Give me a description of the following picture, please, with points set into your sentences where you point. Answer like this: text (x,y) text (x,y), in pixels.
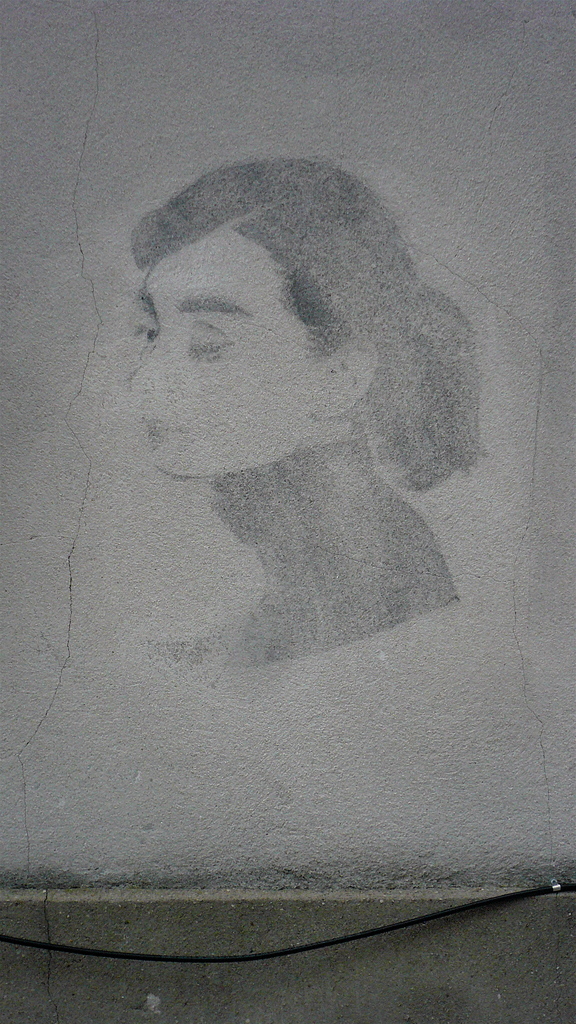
In this image we can see sketch of a lady person (284,542).
